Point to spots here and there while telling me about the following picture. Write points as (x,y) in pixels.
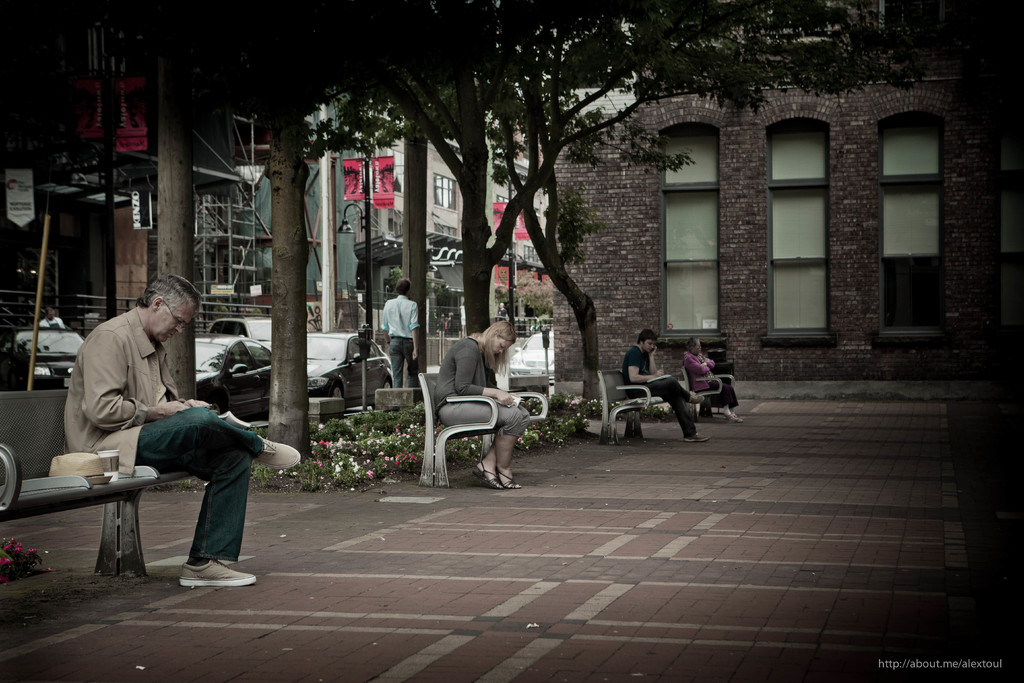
There are people (686,390) those who are sitting on the benches (114,487) in the center of the image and there is a cup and a hat (95,462) on the left side of the image (105,472) on the bench (131,494) and there are small flower plants (391,440) behind them, there are buildings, posters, trees (554,219), poles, and vehicles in the background area (483,272).
